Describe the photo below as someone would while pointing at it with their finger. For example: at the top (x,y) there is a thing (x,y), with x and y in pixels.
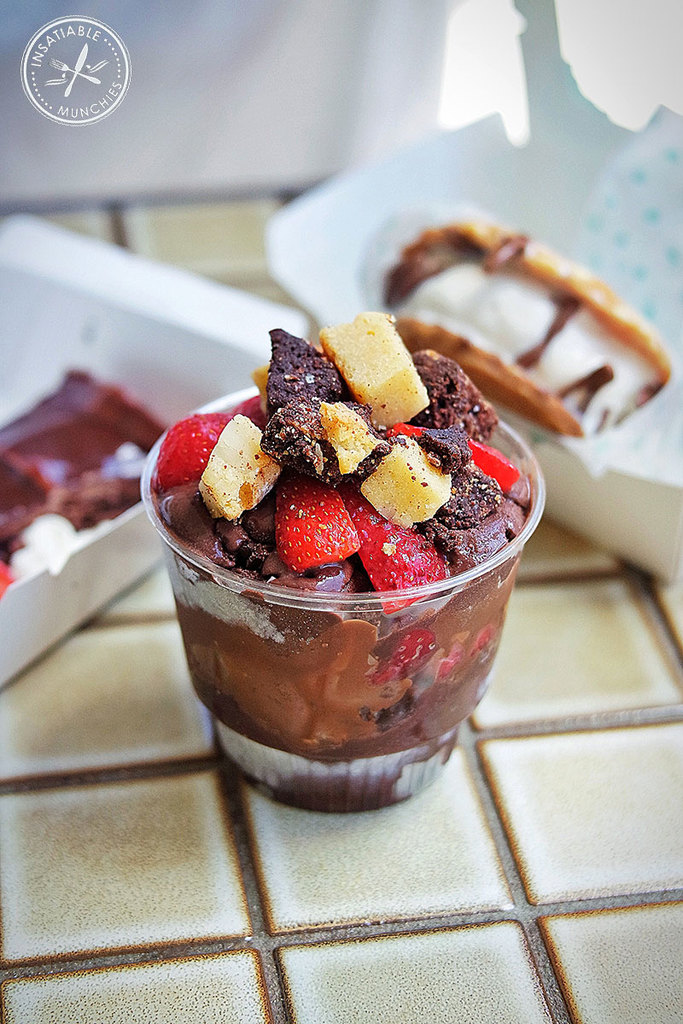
In this picture we can see a cup (434,715) and food (323,379) on a platform (374,878).
